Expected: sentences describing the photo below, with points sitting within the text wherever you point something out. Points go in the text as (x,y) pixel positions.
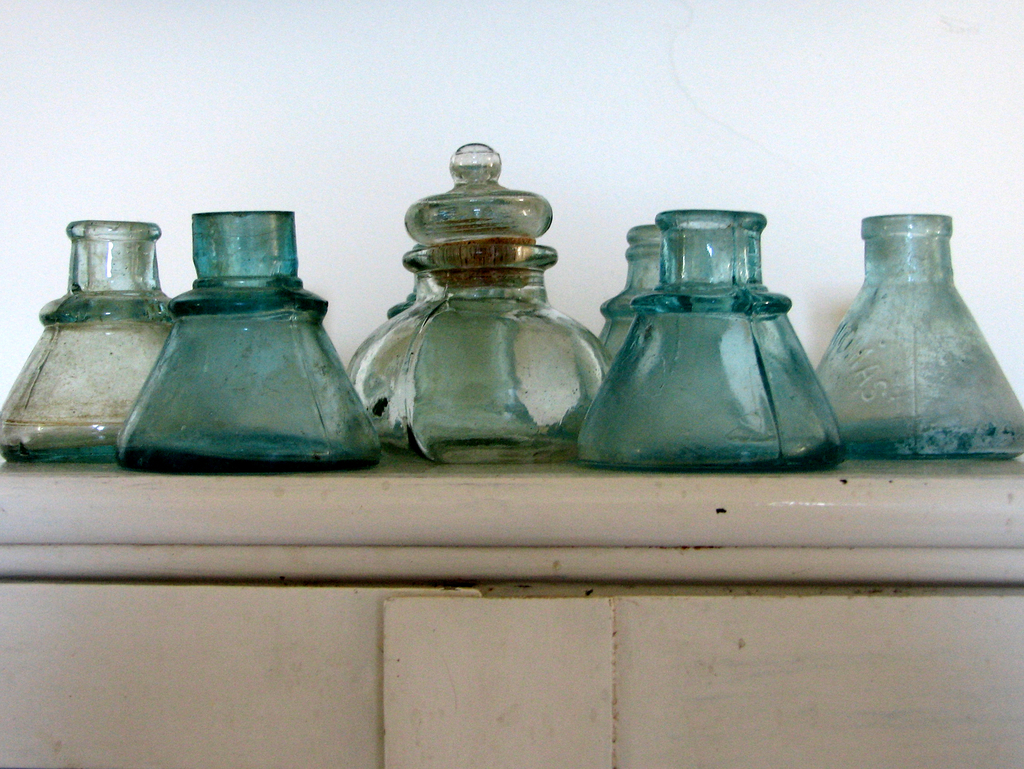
In this picture glass bottles (754,362) kept on the table (89,627).
